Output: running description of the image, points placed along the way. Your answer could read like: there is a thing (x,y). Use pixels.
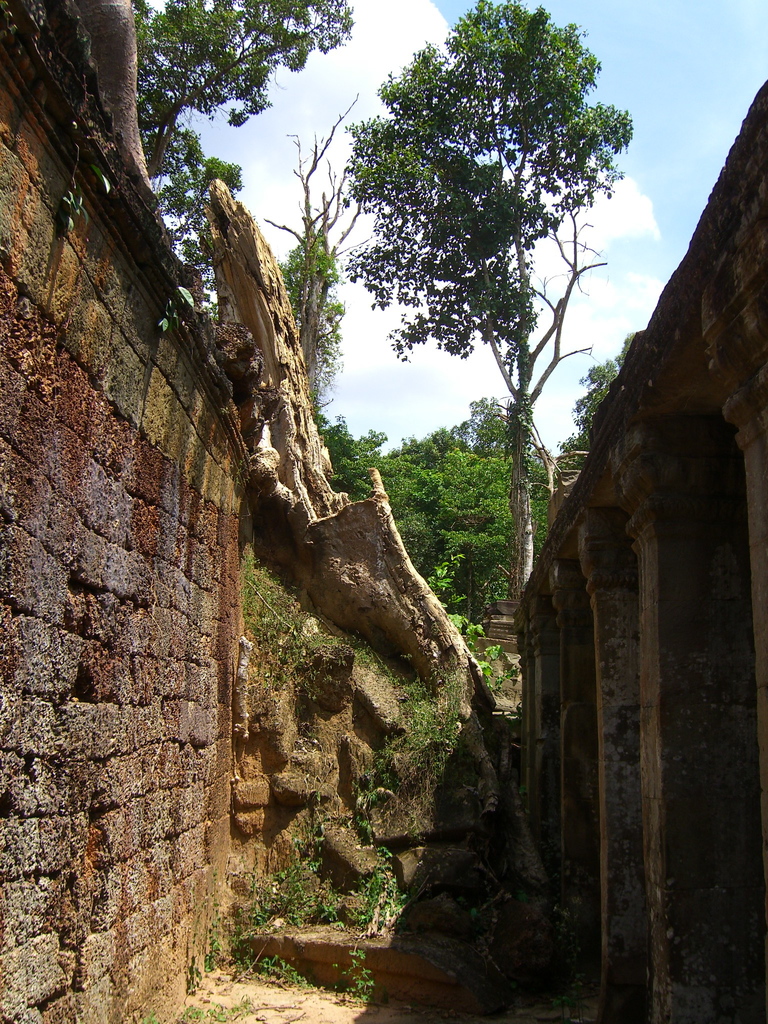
In this image we can see pillars (746,711), wall (71,736), trees (324,611), plants (398,684), sky (643,67) and clouds (310,104).
